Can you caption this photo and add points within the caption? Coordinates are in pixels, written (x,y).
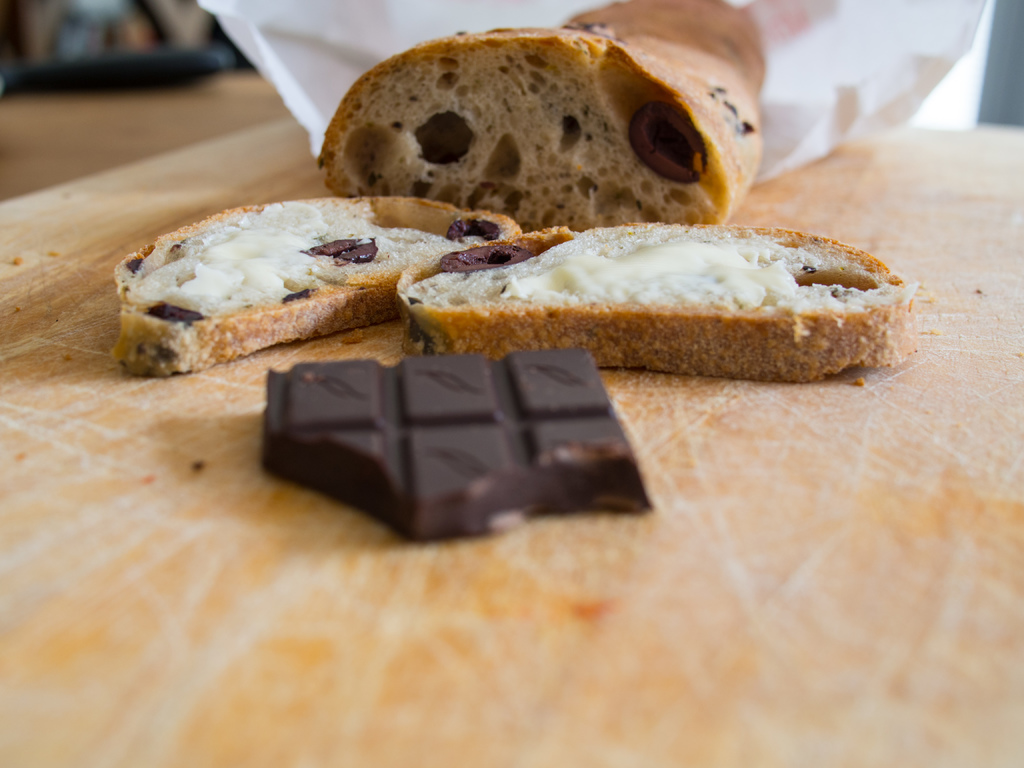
In the image on the wooden surface (971,239) there is a chocolate (428,525), bread slices (388,269) with cream (571,284) and some other items (352,174). And also there is a white thing (315,45) in the background (300,70).
